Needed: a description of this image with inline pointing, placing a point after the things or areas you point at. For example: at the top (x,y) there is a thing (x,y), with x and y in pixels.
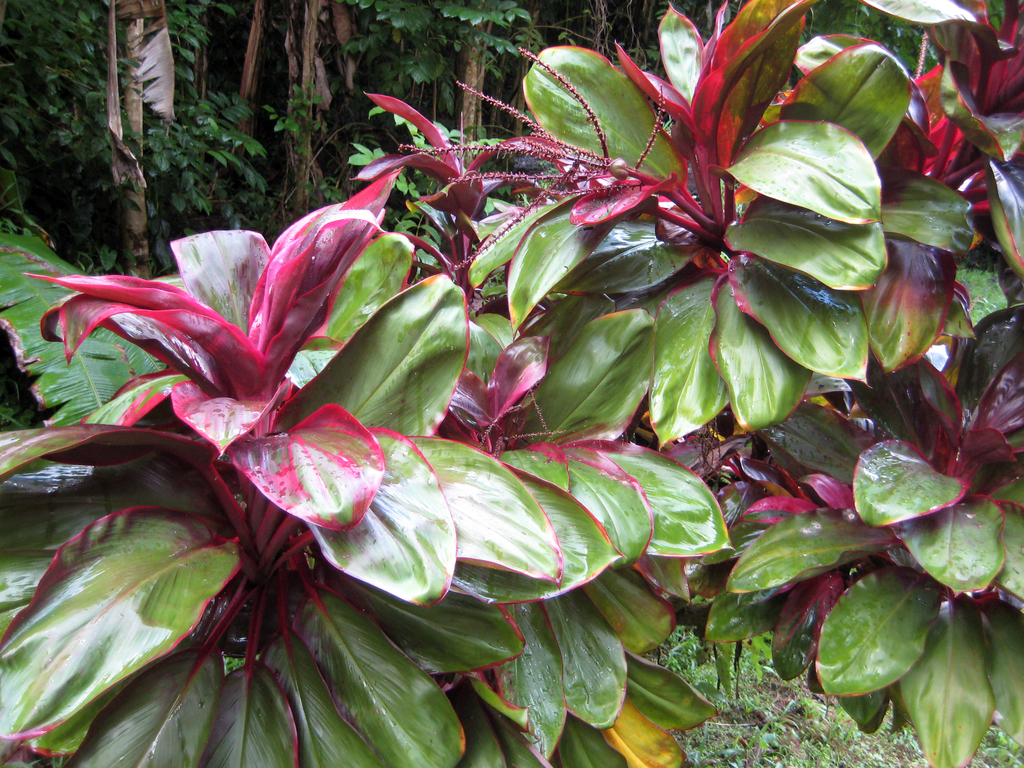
In this picture we can see the plants (856,254). At the bottom of the image (785,721) there is a ground (782,765).
